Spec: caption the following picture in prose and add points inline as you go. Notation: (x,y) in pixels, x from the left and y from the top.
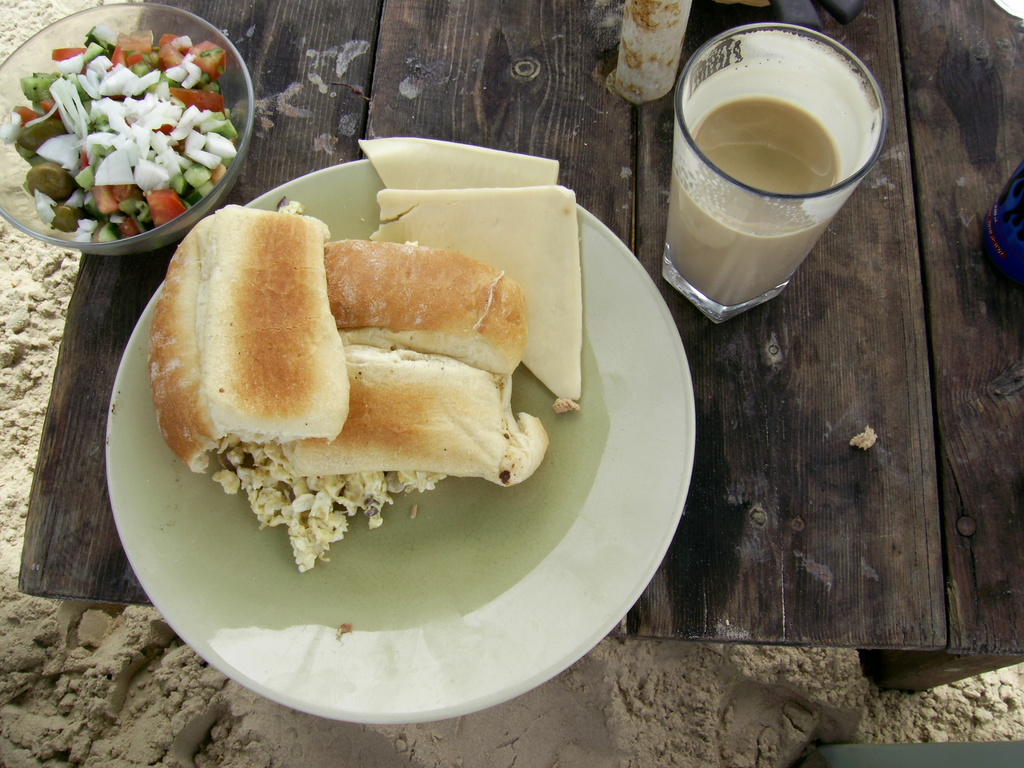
In the image in the center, we can see one table (640,630). On the table (651,608), we can see one plate (661,538), bowl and glass (797,242). In the plate (640,493) and bowl (188,214), we can see food items (231,211). In the glass (684,184) we can see coffee (716,225).
